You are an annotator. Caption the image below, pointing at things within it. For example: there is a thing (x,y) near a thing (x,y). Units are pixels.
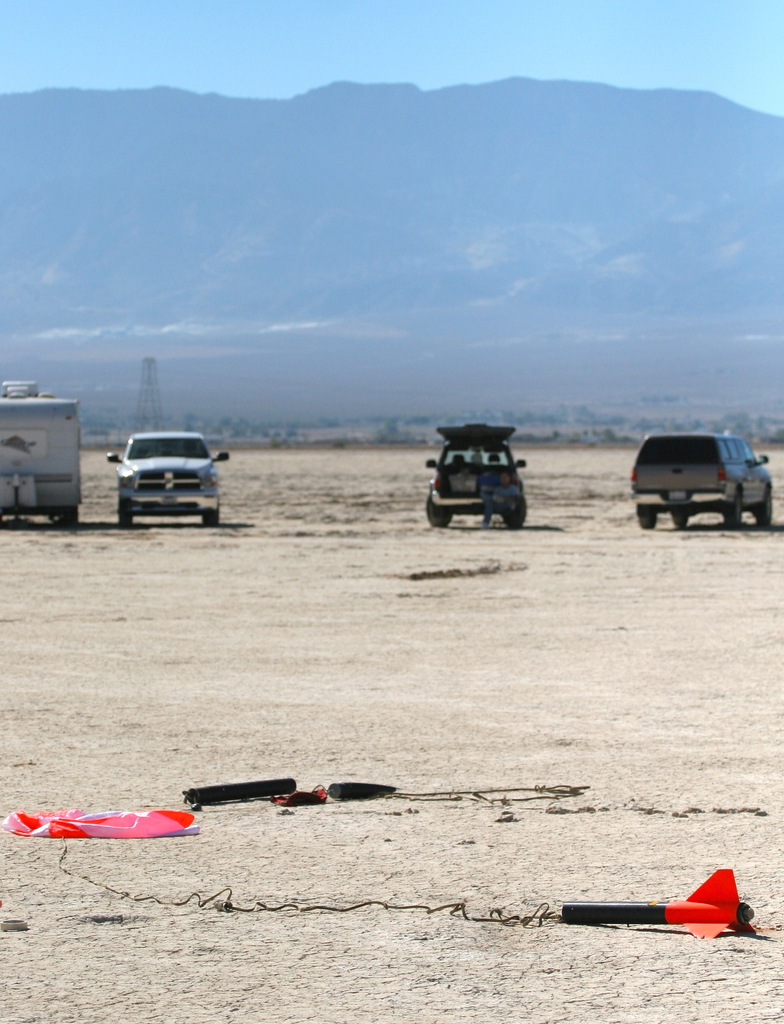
In the background of the image (299,111) there are mountains (451,187). At the bottom of the image (29,691) there is sand (29,685) and there are some objects (678,907). There are vehicles (47,431). At the top of the image (655,24) there is sky (354,66).
